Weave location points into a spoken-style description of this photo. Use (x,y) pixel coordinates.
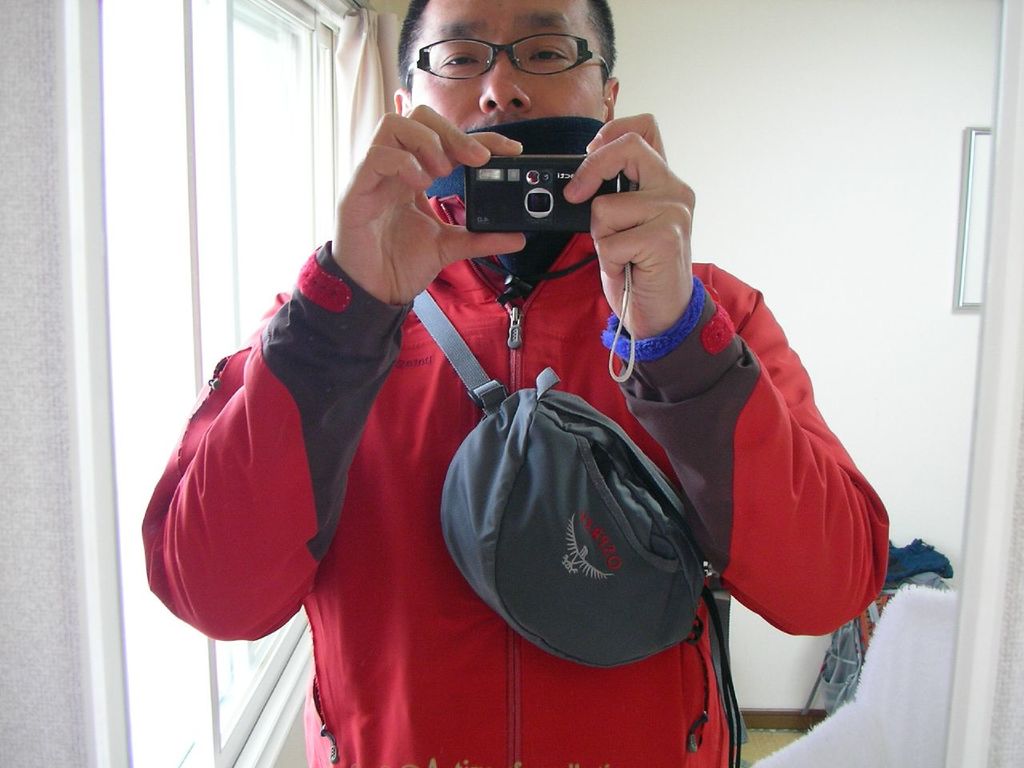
Pictures of inside. In the center (527,354) we can see a man (684,344) wearing a red color hoodie (426,442), a bag (531,531), holding a camera (553,195), standing and seems to be taking pictures. In the background (835,79) we can see a wall (853,111), a window (263,98) and a curtain (355,76).
